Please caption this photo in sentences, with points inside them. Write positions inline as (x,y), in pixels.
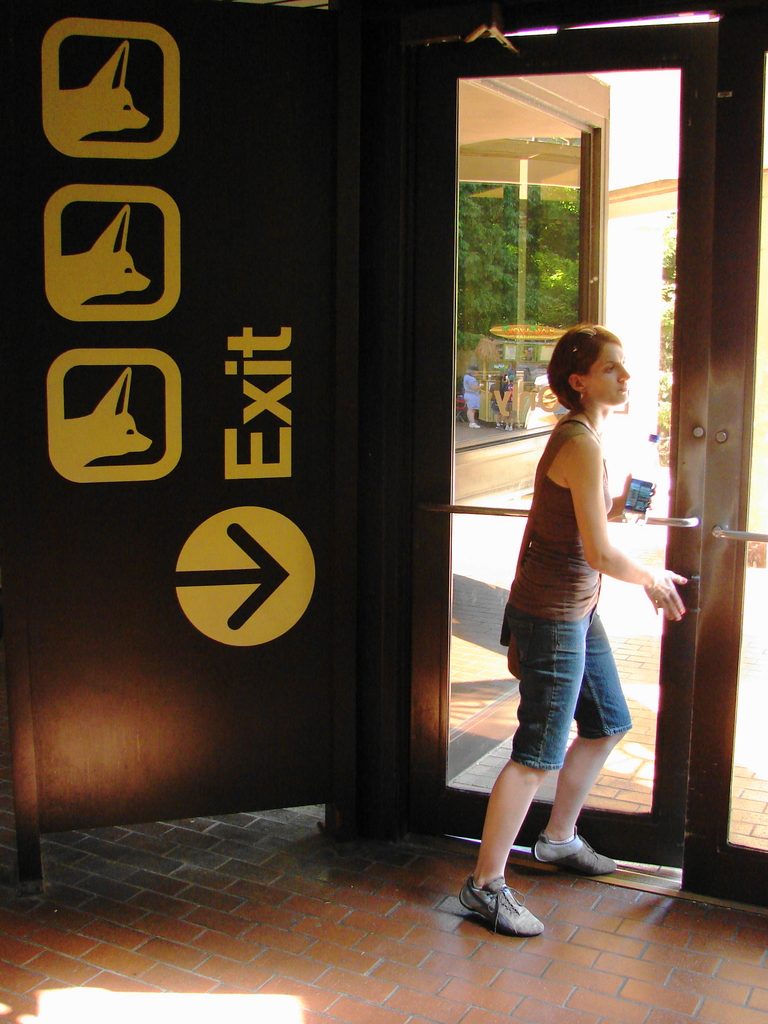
In this picture we can see a woman (563,611) holding a phone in one hand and she is opening a door (522,507) with another hand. We can see an arrow sign (201,541) and EXIT is written on a brown board (22,520). Three animals (83,456) are visible on this board (24,215). We can see few people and some trees (533,202) in the background (537,374).
